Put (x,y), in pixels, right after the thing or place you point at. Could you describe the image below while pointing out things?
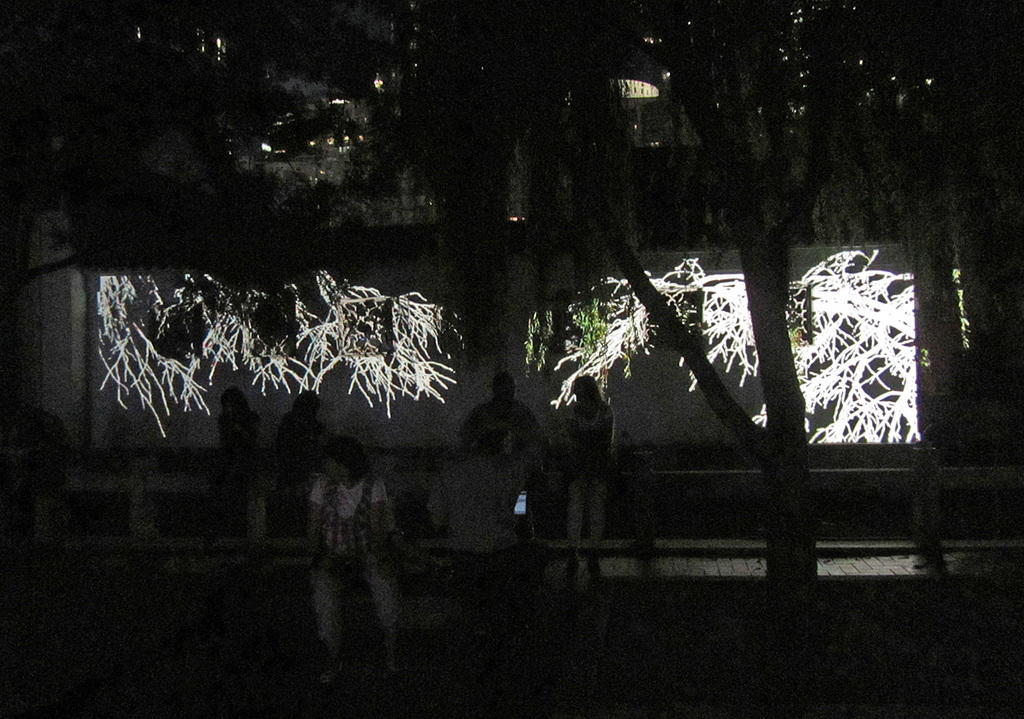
In this picture I can see it is dark and there are few people (474,489) sitting and there are lights (740,308) focused on the trees (721,330) and in the backdrop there is a building (678,184).
